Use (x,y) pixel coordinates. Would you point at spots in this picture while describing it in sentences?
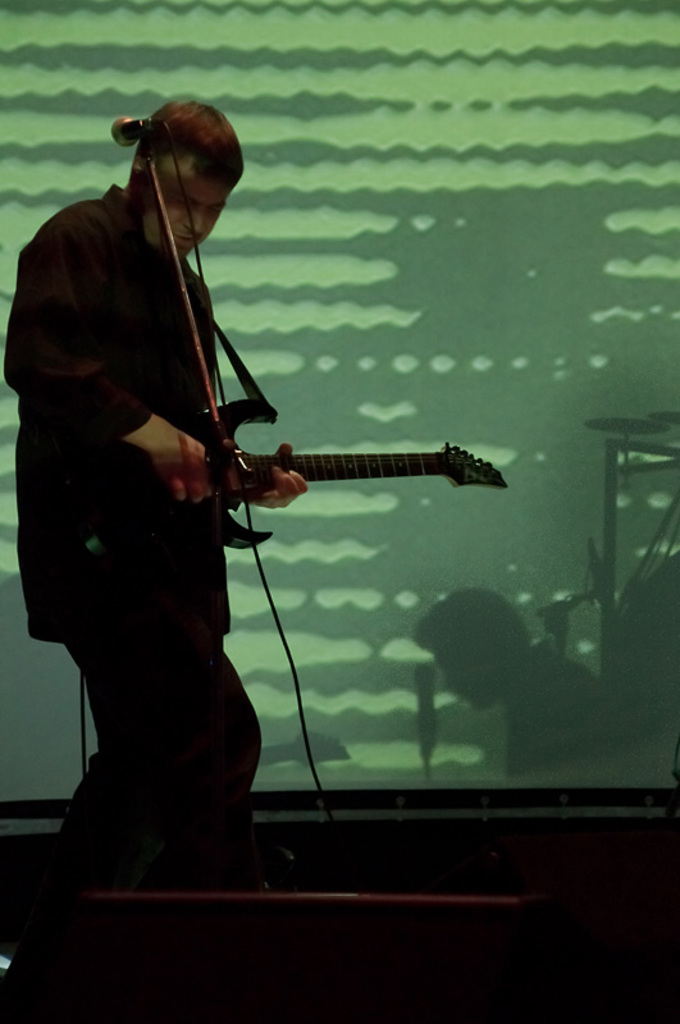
This image might be clicked in a musical concert. There is a person (74,295) standing on the left side (104,586). He is playing guitar (379,468). There is a mic (126,125) in front of him and behind him there is a screen (379,500).
